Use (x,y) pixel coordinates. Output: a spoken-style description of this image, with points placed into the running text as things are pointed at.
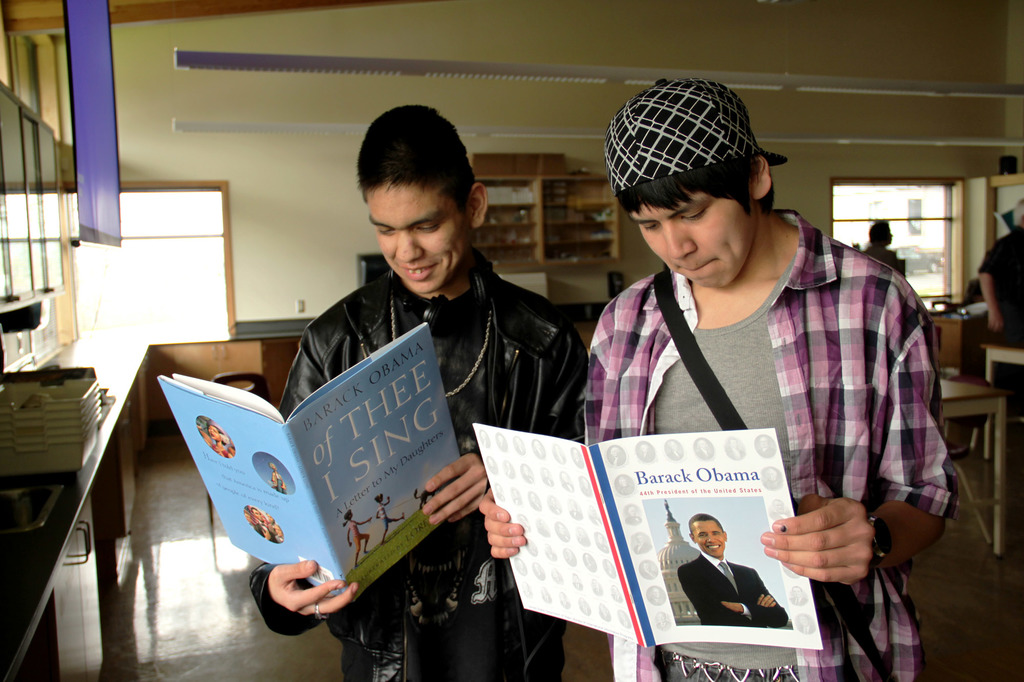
In the foreground of this image (591,364), there are two men (475,263) standing and holding books (357,499). In the background (123,370), there are few trays (79,414) on the slab (117,388), a blue color cloth (87,97) at the top (95,53) and we can also see cupboards (95,569), windows (145,208), shelf (514,208), table (972,410), few objects (973,430) and two people (1017,265) on the right (1018,276).
